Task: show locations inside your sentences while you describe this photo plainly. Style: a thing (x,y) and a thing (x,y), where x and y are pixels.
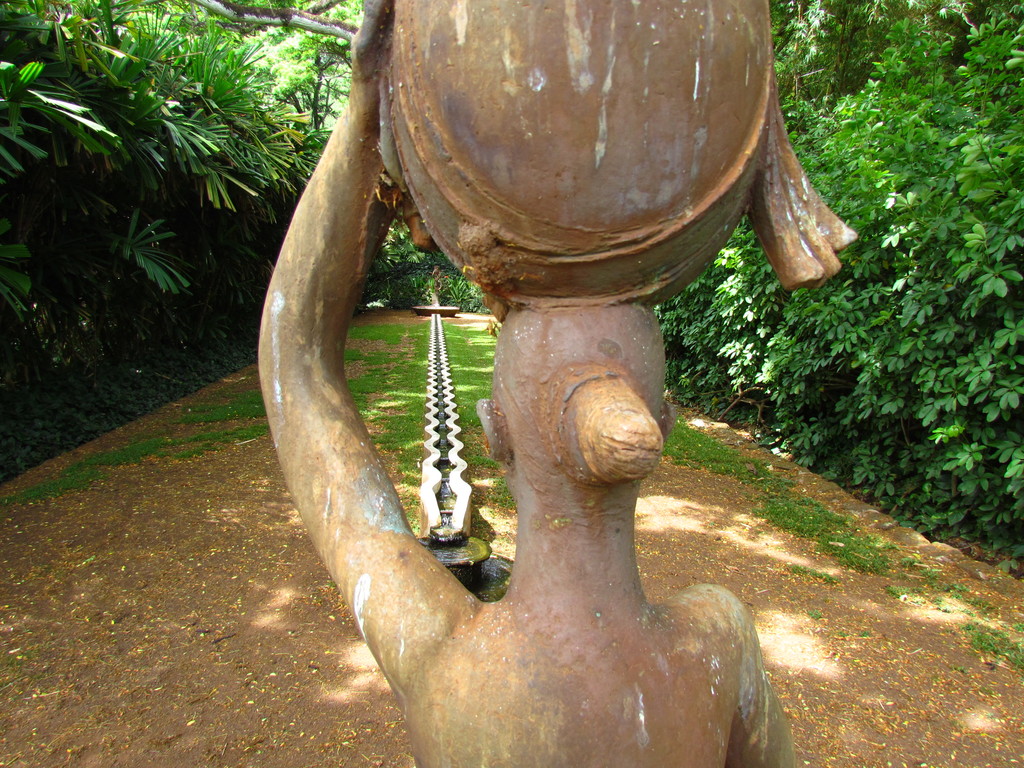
There is a statue (554,484). In the background (394,422) there's grass (405,361) on the ground (450,363). In the center (433,337) there is a channel (434,352). On the sides there are trees (894,300).
